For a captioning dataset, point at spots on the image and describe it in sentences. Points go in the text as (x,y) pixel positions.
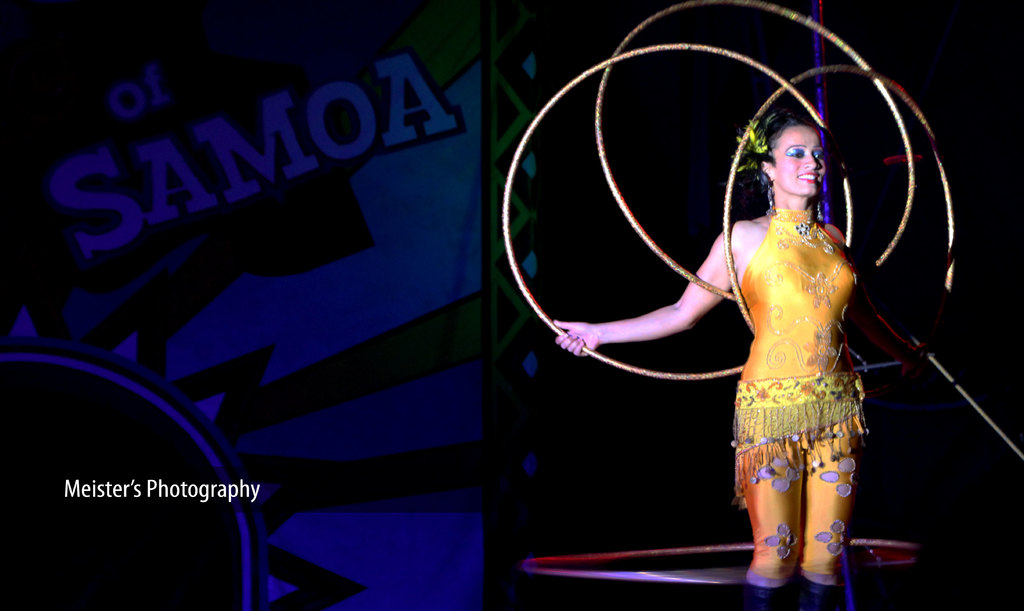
On the right side of the image (794,387), we can see a woman (801,384) is holding some rings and smiling. Background (398,464) we can see a banner (442,355). Left side of the image (245,498), we can see a text (149,491).
